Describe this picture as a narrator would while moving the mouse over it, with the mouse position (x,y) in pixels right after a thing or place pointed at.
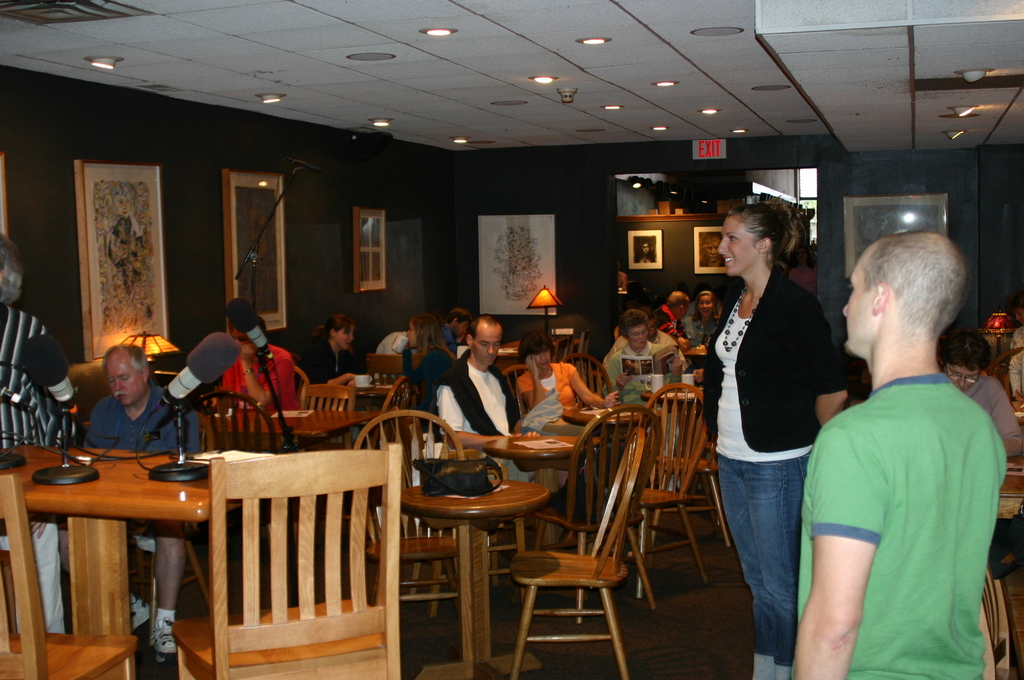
In the middle of the image (643,321) few people (109,429) are sitting on the chairs (697,410). Bottom right side of the image (733,495) two persons (939,289) are standing. Bottom left side of the image (199,489) there is a table (35,499), On the table (53,490) there are some microphones (186,480). Top left side of the image (325,177) there is a wall (292,224), On the wall (62,198) there are some frames (516,301). In the middle of the image (545,300) there is a lamp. At the top of the image (312,56) there is a roof (846,64) and lights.
